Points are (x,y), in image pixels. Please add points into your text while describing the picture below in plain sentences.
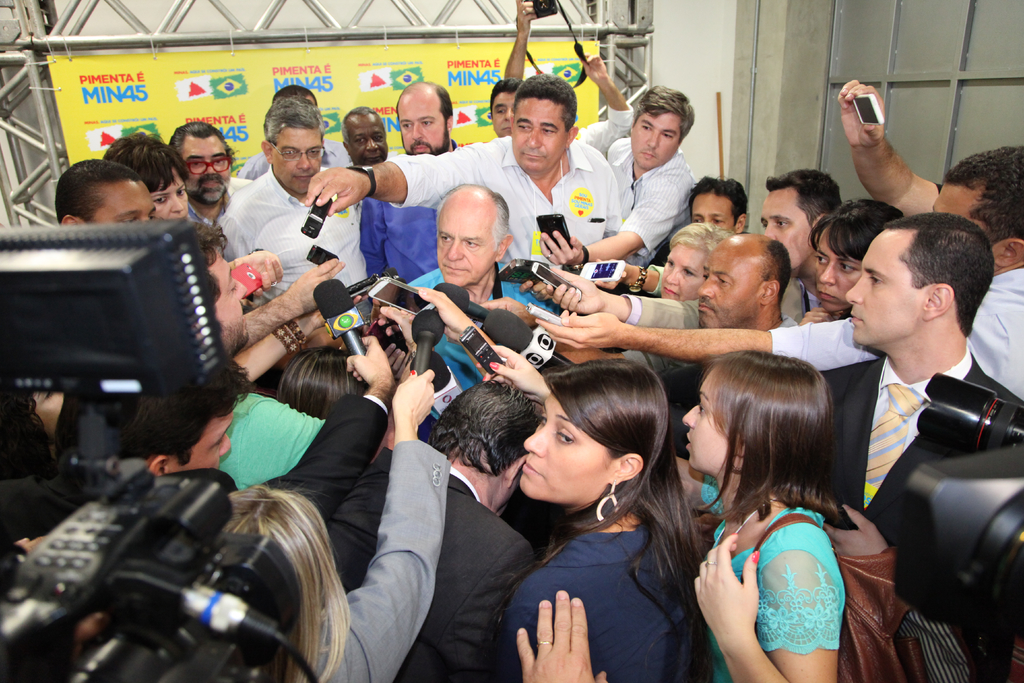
In the image there is a person (427,283) surrounded with media (518,411), there are a lot of mics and mobile phones (597,278) in front of the person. On the left side (147,544) there is a camera (159,567) and in the background (458,123) there is a banner (476,139).
